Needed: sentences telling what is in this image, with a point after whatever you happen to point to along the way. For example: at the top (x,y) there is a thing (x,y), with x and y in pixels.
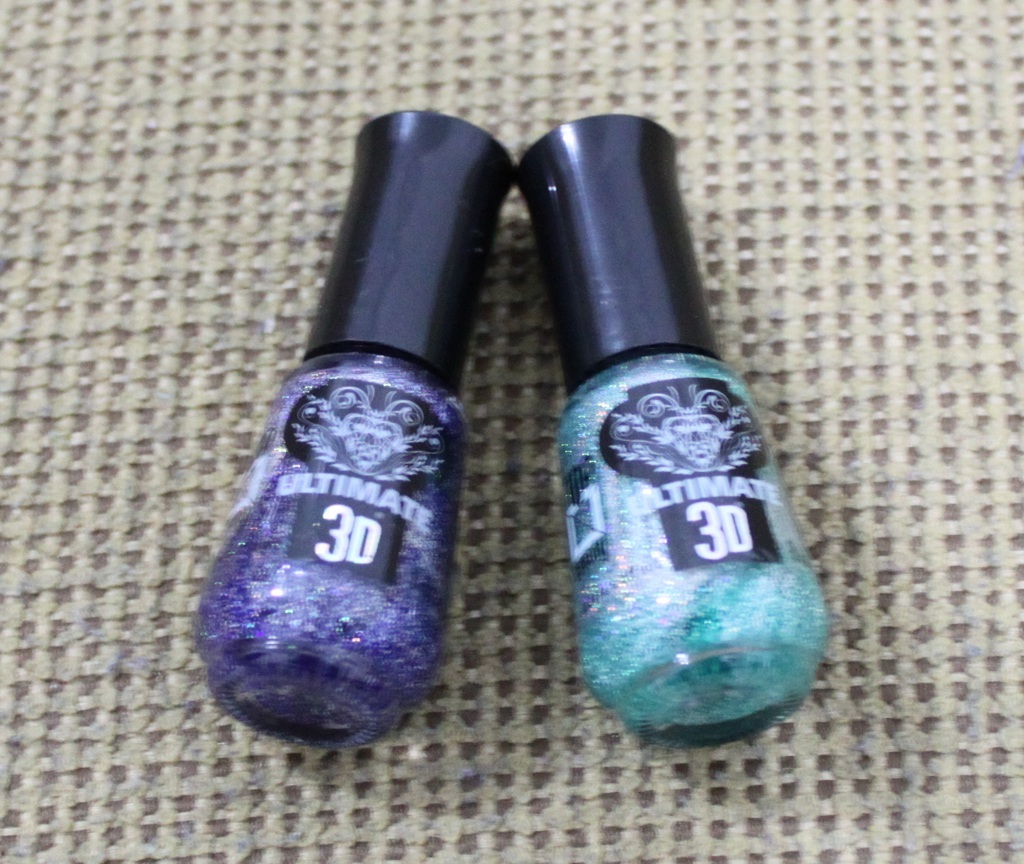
In this image we can see a pair of nail polish (604,609) placed on the cloth (457,794).
